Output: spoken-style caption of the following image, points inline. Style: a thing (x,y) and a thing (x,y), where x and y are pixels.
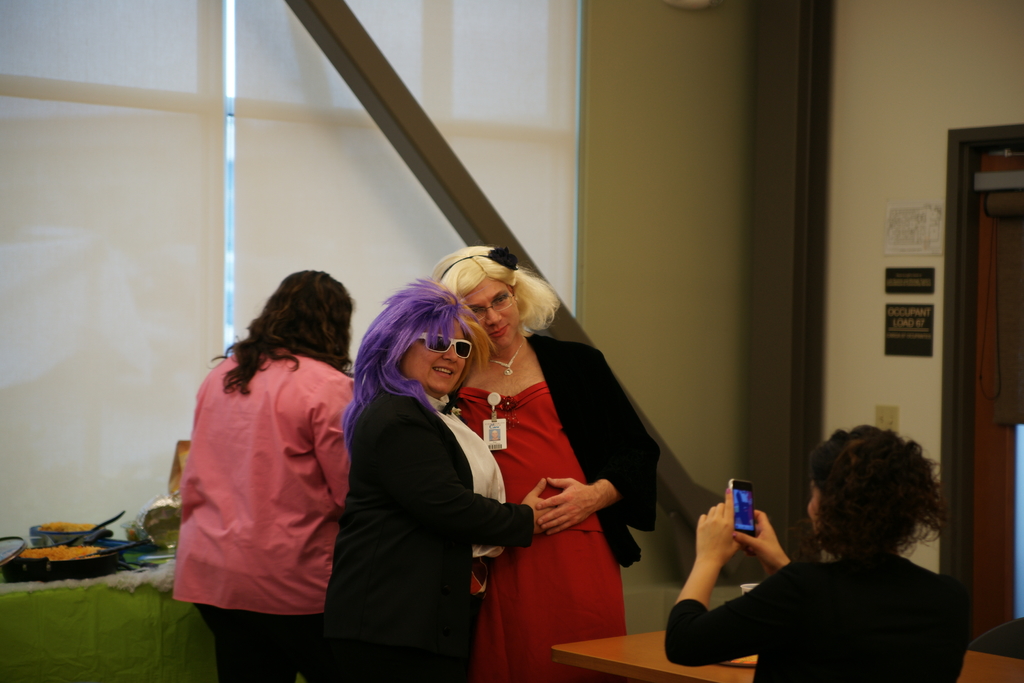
In this image we can see women (364,570) standing on the floor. In the background (905,339) we can see cooking pans (97,563), doors (1010,510), name plates (906,323), switch board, walls (858,146) and an iron bar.
